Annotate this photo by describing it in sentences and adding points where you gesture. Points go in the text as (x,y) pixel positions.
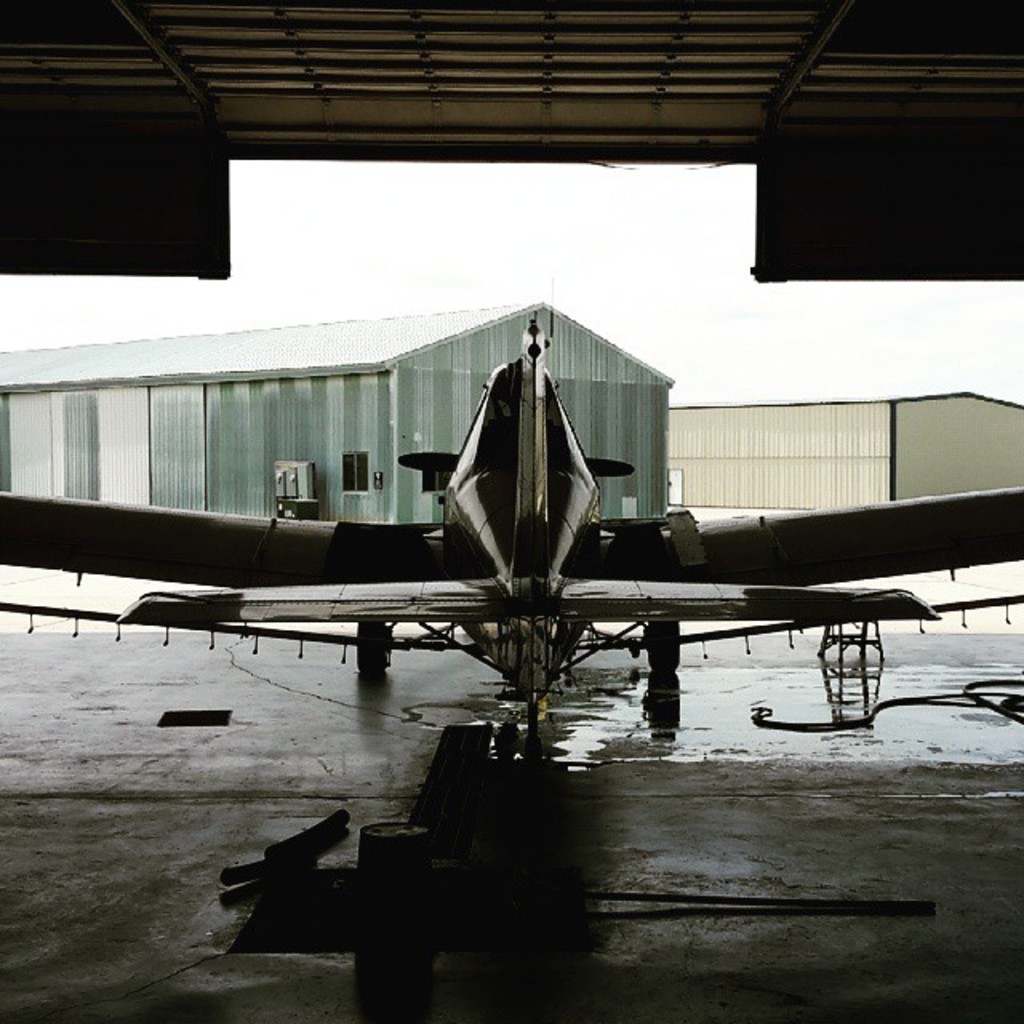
At the bottom of the image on the floor (676,686) there is a plane (923,535). And also there are some other things (882,654). In front of the plane (513,379) there are sheds (328,407). At the top of the image (341,158) there is a ceiling (479,113).
